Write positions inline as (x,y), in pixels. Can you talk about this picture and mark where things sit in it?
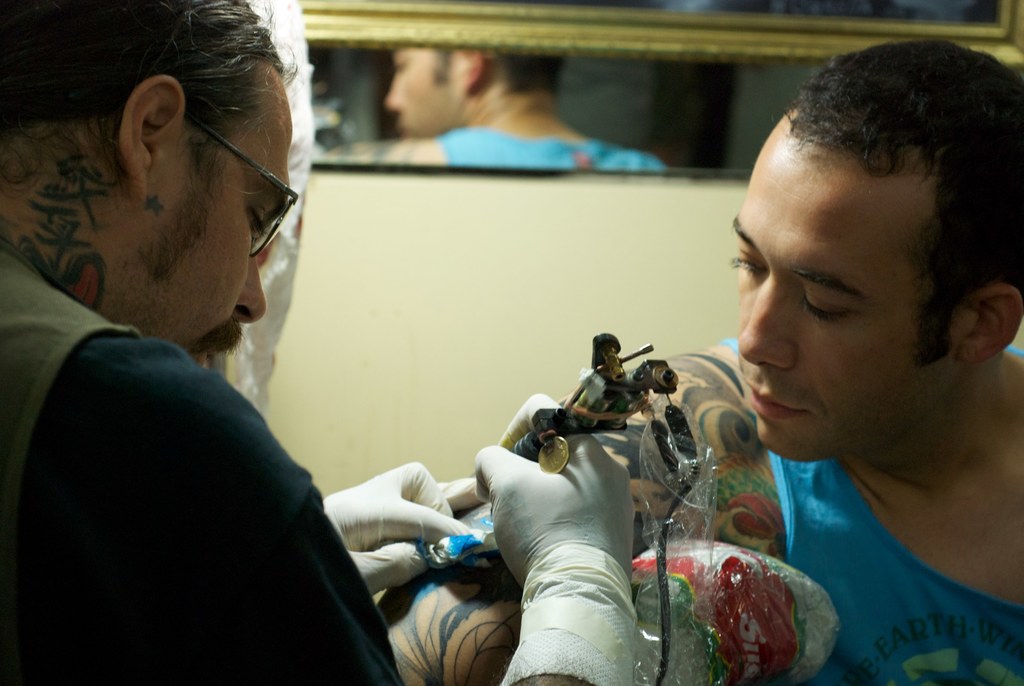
In this picture I can see there are two persons (874,385) sitting here and this person (77,141) is holding a tattoo machine (549,461) in his hand (547,507) and this person (789,323) is looking at the hand (556,539). In the backdrop (416,266) I can see there is a wall (434,210) and there is a mirror (471,111) on the wall (385,181).
